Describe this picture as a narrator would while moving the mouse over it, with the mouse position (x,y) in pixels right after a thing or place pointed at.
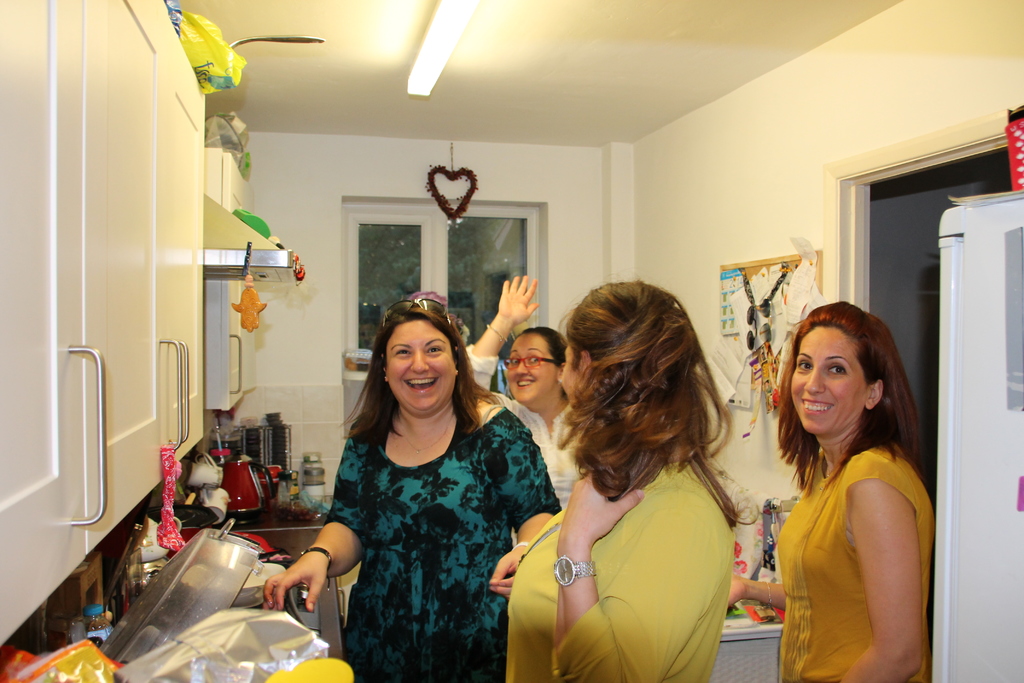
This picture shows few women (389,634) standing with a smile on their faces (511,385) and we see a woman (549,357) wore spectacles (522,361) and a light (442,11) on the roof (477,42) and we see a refrigerator (964,662) and a few vessels (202,510) on the counter top (266,508) of the kitchen (169,585) and we see cupboards (103,217) and a notice board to the wall (311,319).
